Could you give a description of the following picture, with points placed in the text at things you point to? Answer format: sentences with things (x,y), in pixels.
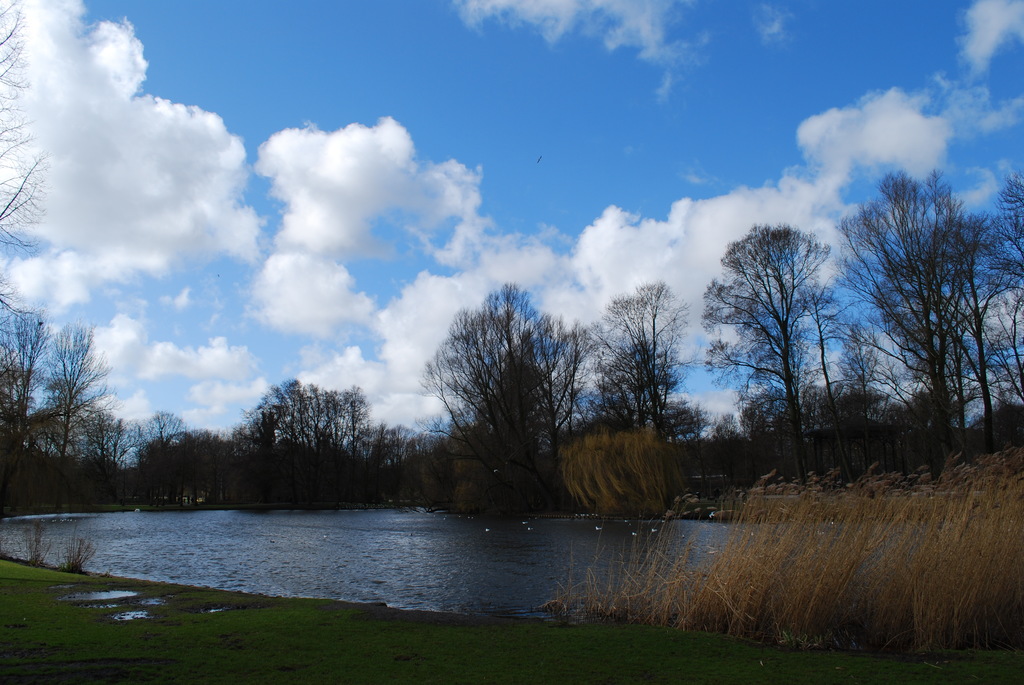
At the bottom (271,635) this is the grass (402,643) and there is water (480,579), in the middle (627,406) there are trees (620,310). At the top (428,152) it is the blue color sky (722,127).
